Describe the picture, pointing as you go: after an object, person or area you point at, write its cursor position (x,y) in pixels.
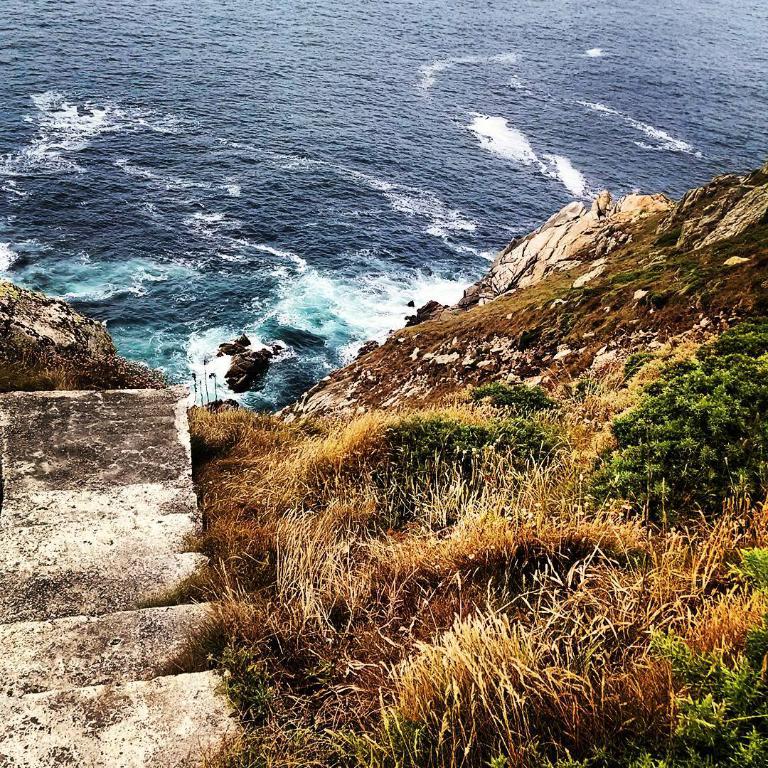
At the bottom of the image (484,646) there is dry grass (583,610), rocks (763,196). There is a concrete surface (117,647). In the background of the image (356,99) there is water (310,150).
